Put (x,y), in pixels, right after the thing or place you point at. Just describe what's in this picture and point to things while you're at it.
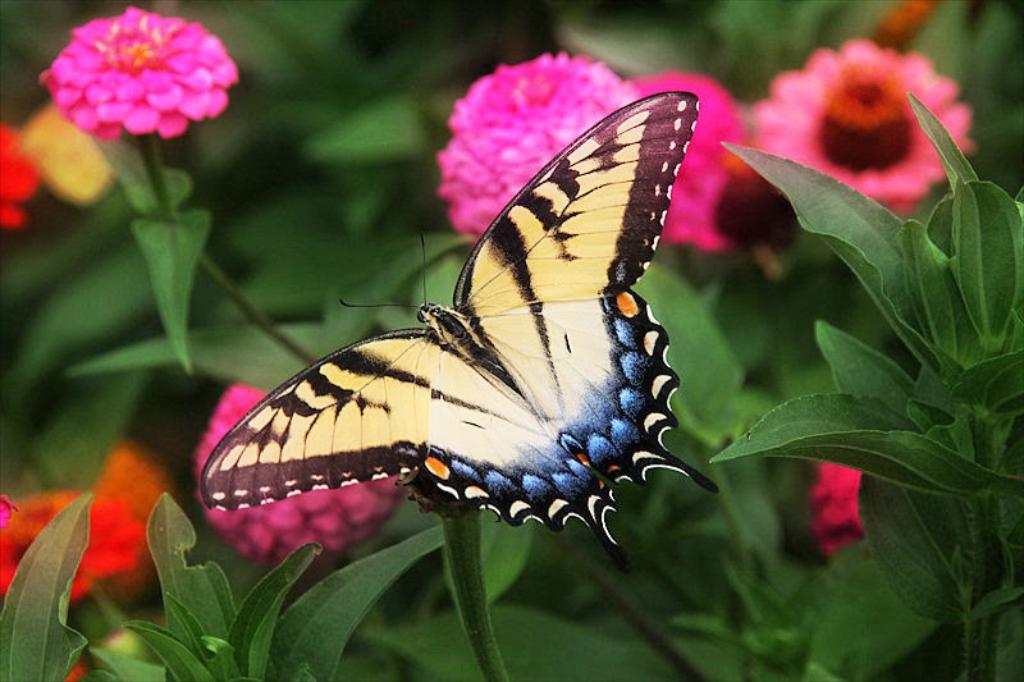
This image consists of a butterfly (456,373) on a plant (471,549). In the background (123,534), we can see flowers (135,550) in pink and red color along with the green leaves (254,300).
